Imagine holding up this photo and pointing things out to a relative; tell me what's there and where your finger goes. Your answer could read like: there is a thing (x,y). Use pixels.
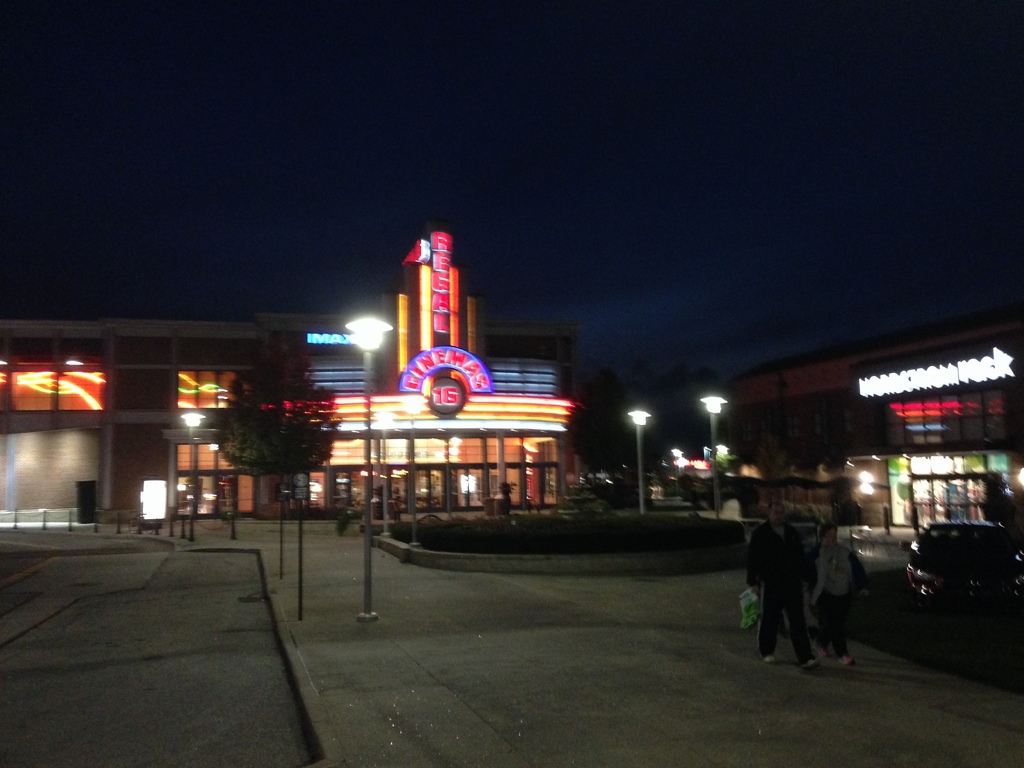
In this image I can see on the right side (938,581) there is a vehicle (945,564) and two persons (810,599) are walking. In the middle (559,394) there are lights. There are buildings (518,445) with lights (346,457) on either side of this image. At the top (736,242) there is the sky (731,216).
